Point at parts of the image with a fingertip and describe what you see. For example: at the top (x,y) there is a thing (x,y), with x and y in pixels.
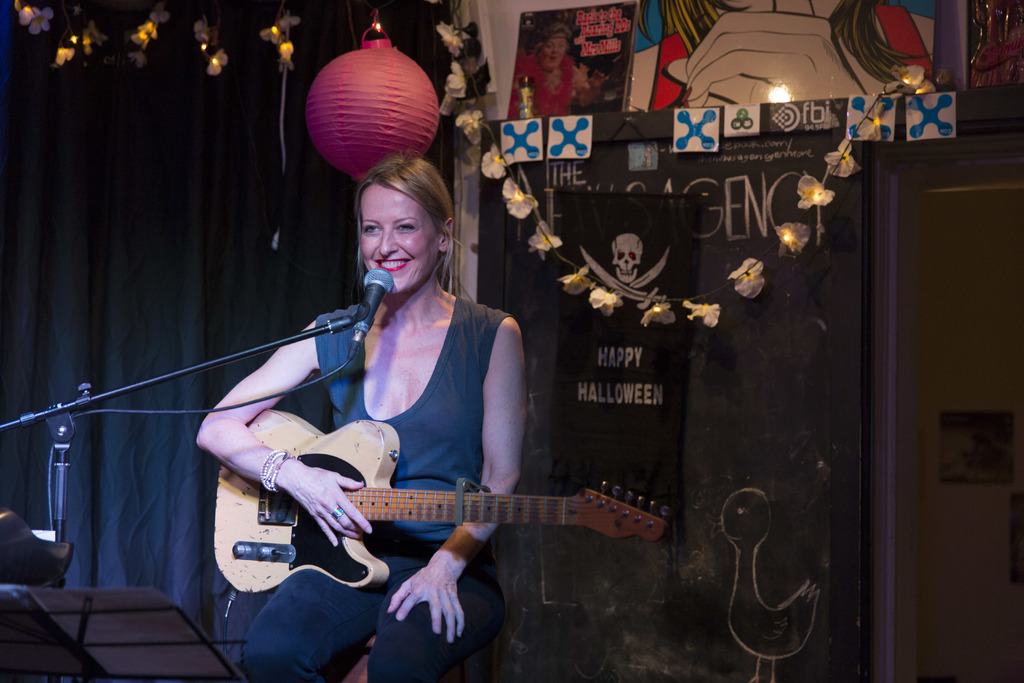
In this image we can see a woman (330,488) sitting on the chair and holding a guitar (246,480) in her hand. There is a mic (361,314) in front of her. In the background of the image (235,112) we can see a poster (629,424) or a banner (620,392), lantern (381,99), curtains (182,211) and some images (639,81).
